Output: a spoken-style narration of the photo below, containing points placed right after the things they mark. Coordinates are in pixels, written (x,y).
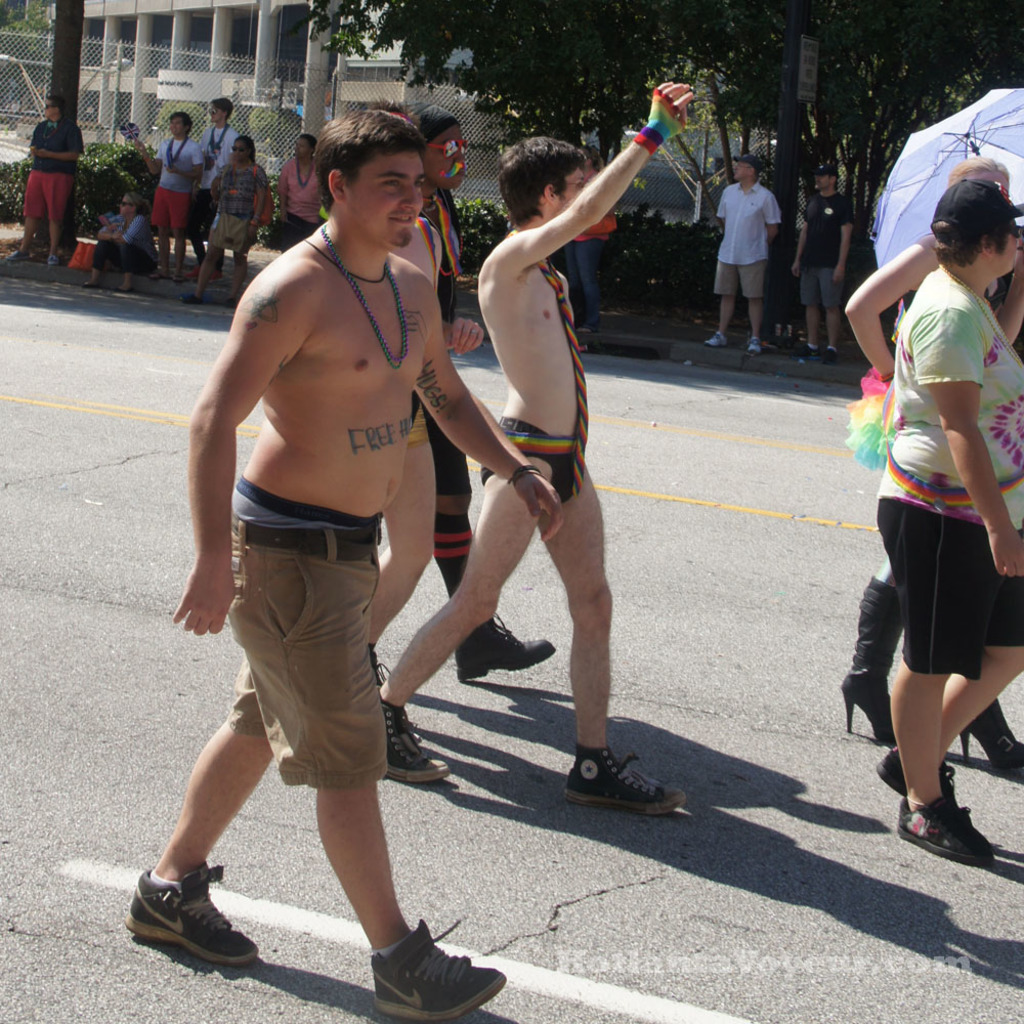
In this picture we can see people (346,528) are walking on the road (787,601), side we can see few people (751,197), trees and buildings (87,77).
